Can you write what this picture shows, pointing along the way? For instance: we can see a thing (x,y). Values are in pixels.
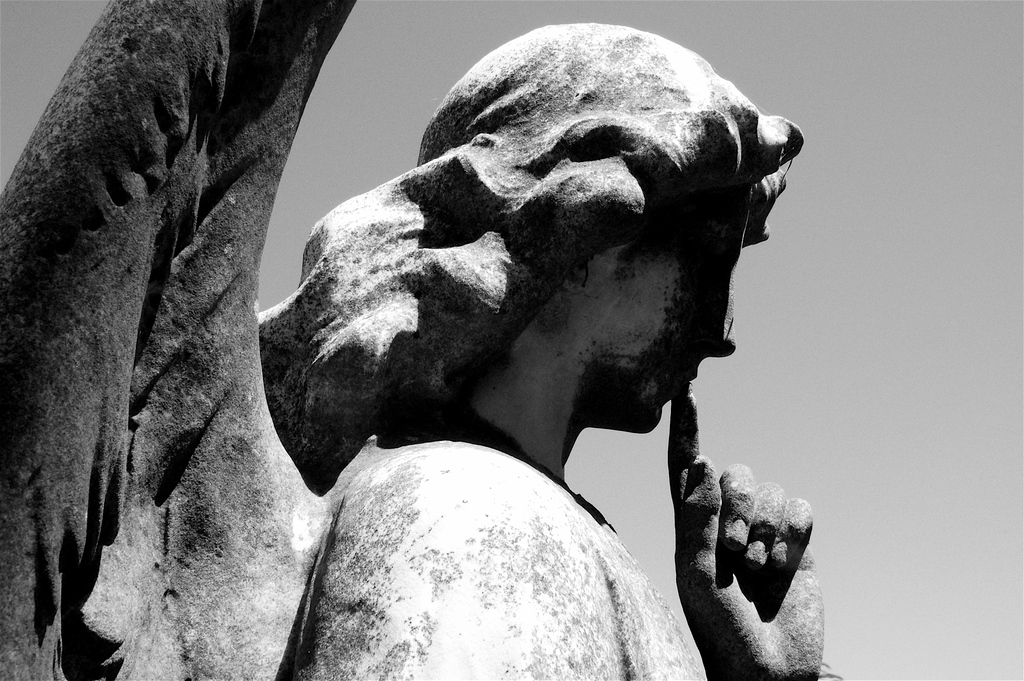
This image consists of a sculpture (477,462) made up of rock (573,515). In the background (370,110), there is sky (370,110).
